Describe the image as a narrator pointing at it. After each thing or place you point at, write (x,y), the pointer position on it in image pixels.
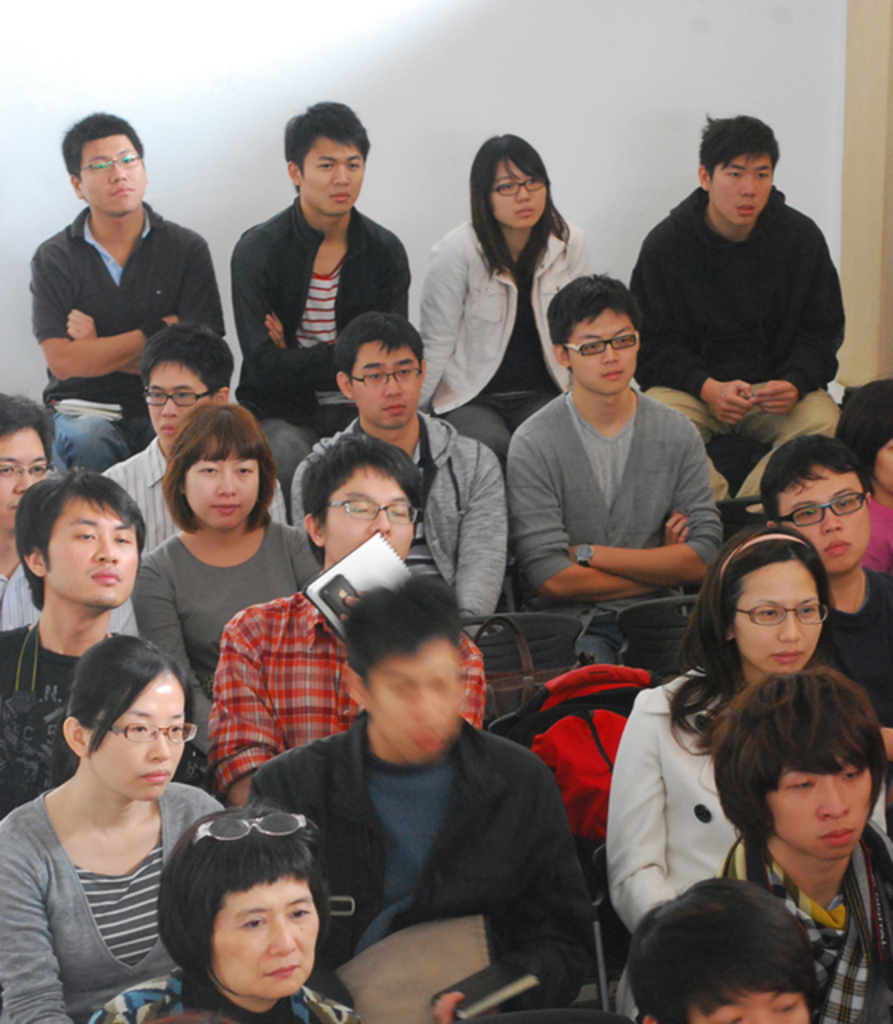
In this picture I can see there are a group of people (241,510) sitting in the chairs (577,837) and they have some books (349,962).
